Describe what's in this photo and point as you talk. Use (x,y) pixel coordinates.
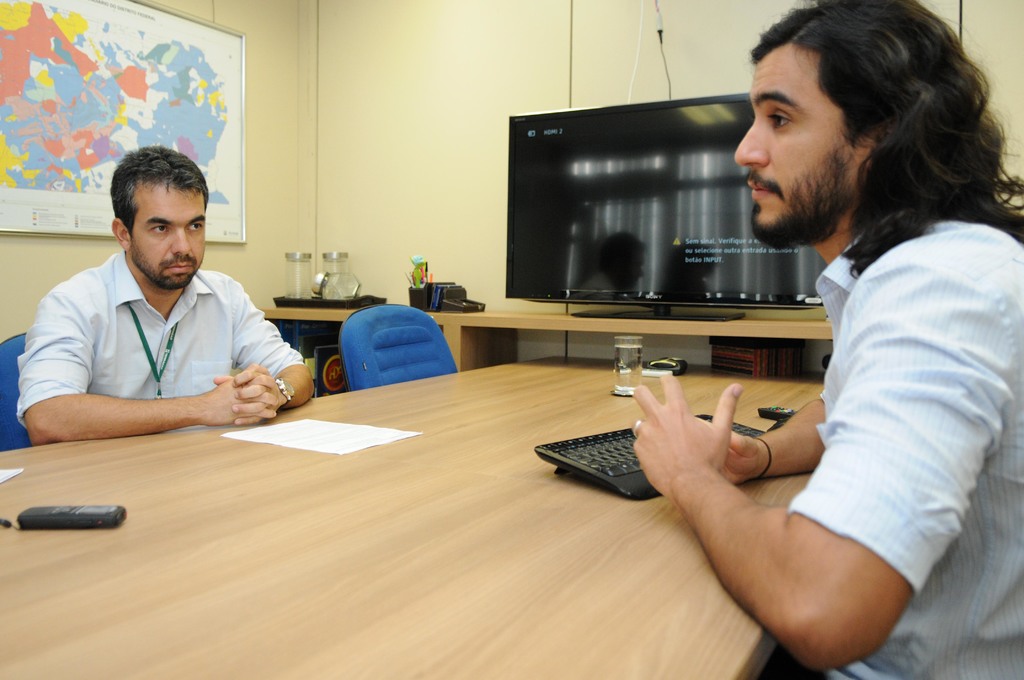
There are two people (689,466) sitting on a chair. There is a table (203,476). There is a mobile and glass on a table (6,678). In background (628,228) map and TV (614,240).
